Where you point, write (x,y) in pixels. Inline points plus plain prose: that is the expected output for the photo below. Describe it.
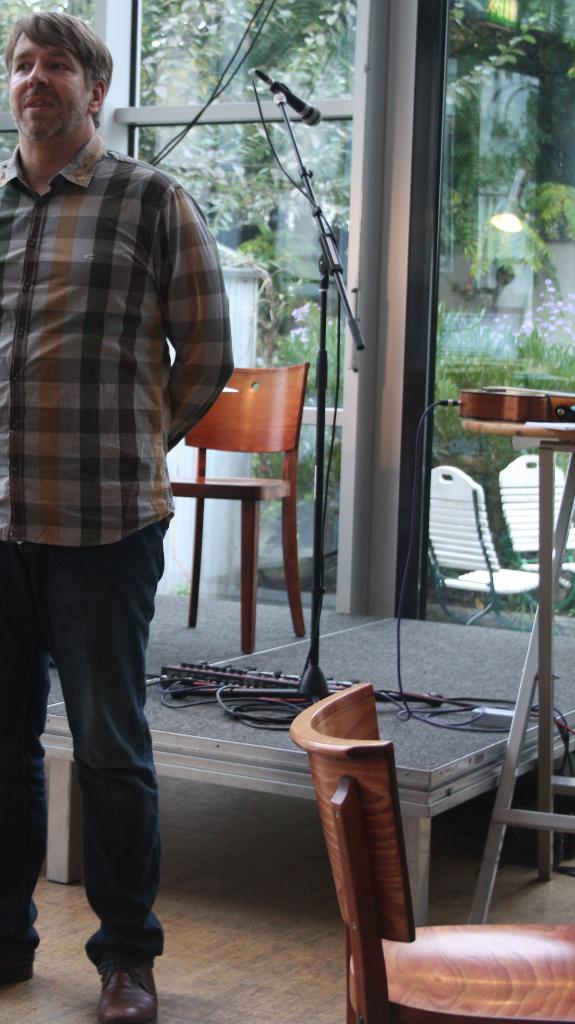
In this image I see a man (30,830) who is standing on the floor (555,906) and I can also see there are 2 chairs (300,393), a mic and in the background (508,619) I can see the window (342,228), lot of plants (547,239) and chairs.
